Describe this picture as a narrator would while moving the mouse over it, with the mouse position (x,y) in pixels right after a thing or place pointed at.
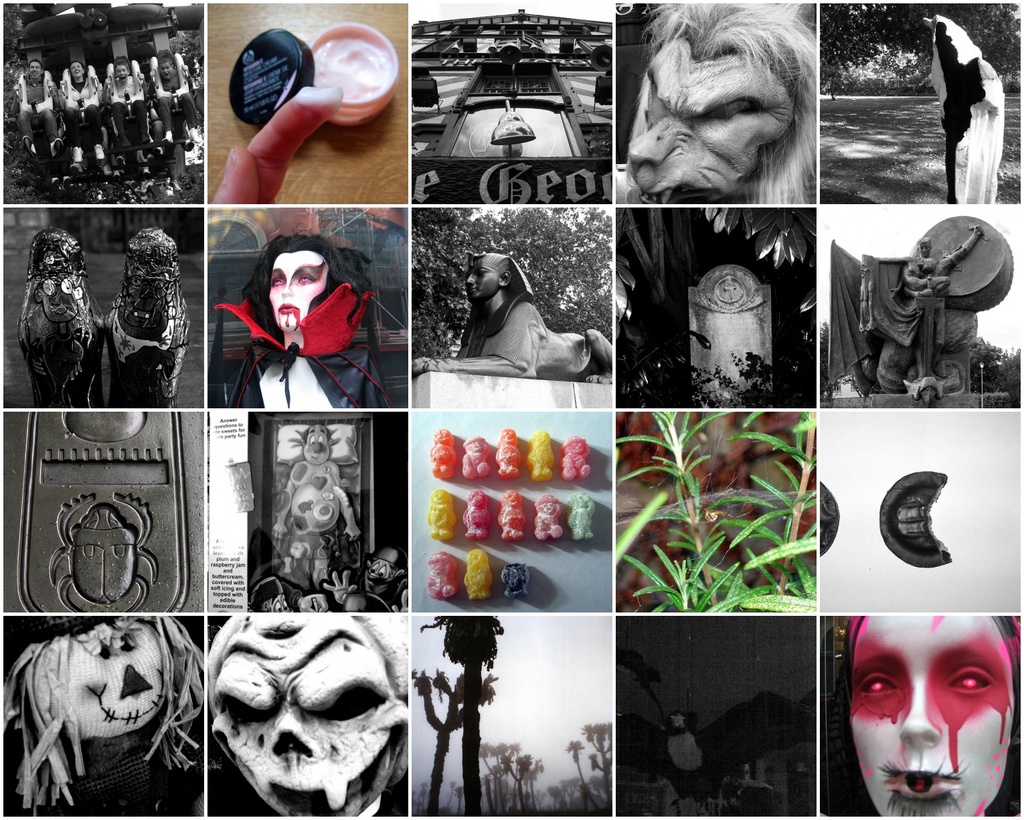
This is a collage of few images. In those images there are few people (118,105) with a ride (152,112), cream (359,60) with finger (255,179), monsters (736,180), buildings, sculptures (524,300), statues (524,300), toys (61,314), frames (256,518), trees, bat (777,719), leaves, different color toys (500,464) on the white surface (523,455) and there is an object (140,504) with bug symbol (89,516) on it.
